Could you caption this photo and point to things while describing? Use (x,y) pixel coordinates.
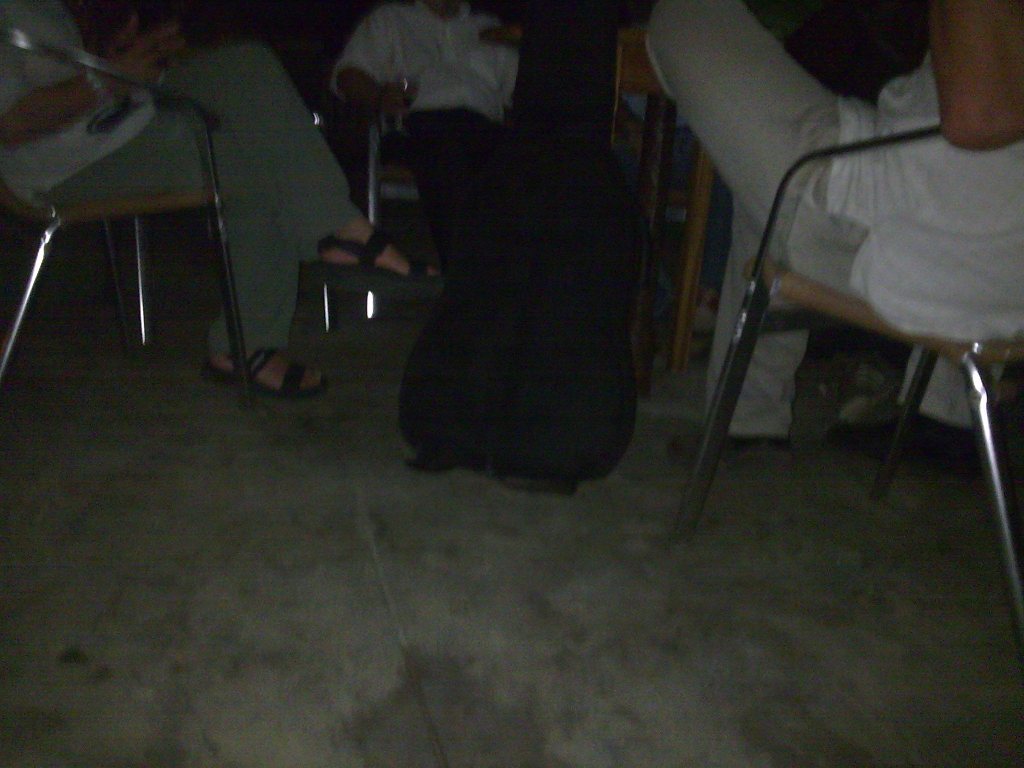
In this picture we can see three persons (353,98) sitting on chair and in between them we have a bag (476,365) on floor (438,544) and beside to them we have a table (688,265).
